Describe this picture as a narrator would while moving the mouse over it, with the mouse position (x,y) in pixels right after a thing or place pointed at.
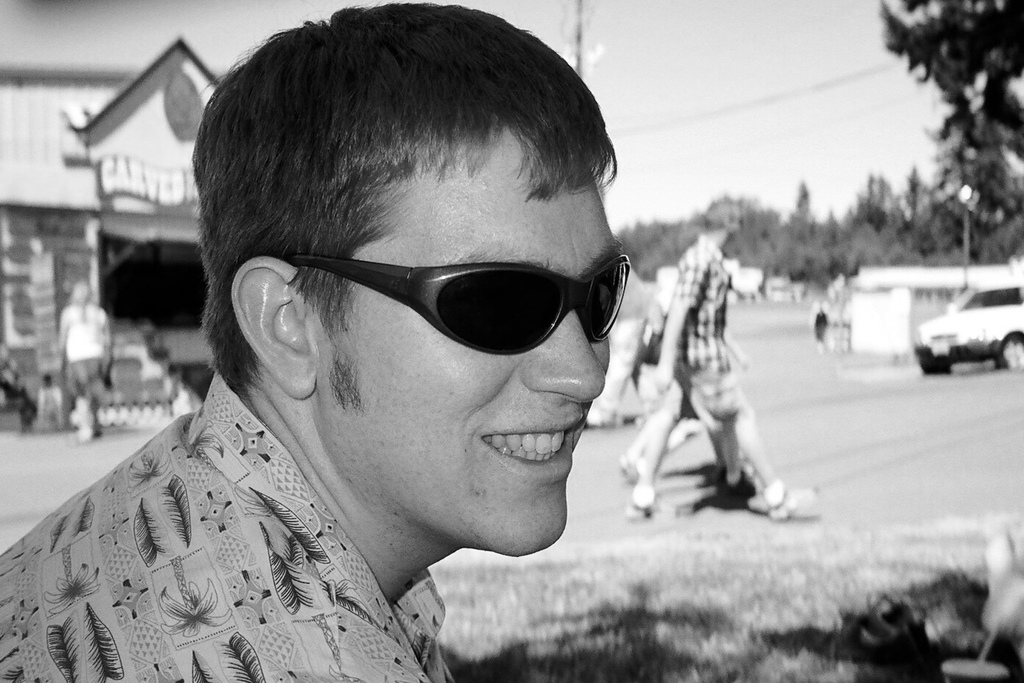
It is a black and white image. In this image we can see a man (361,398) wearing the glasses (453,312) and smiling. In the background (173,232) we can see the building (97,111), trees (935,201), poles (965,197) and also the persons (700,351) walking on the road (842,463). We can also see a vehicle (947,325) and also the sky (768,85).
